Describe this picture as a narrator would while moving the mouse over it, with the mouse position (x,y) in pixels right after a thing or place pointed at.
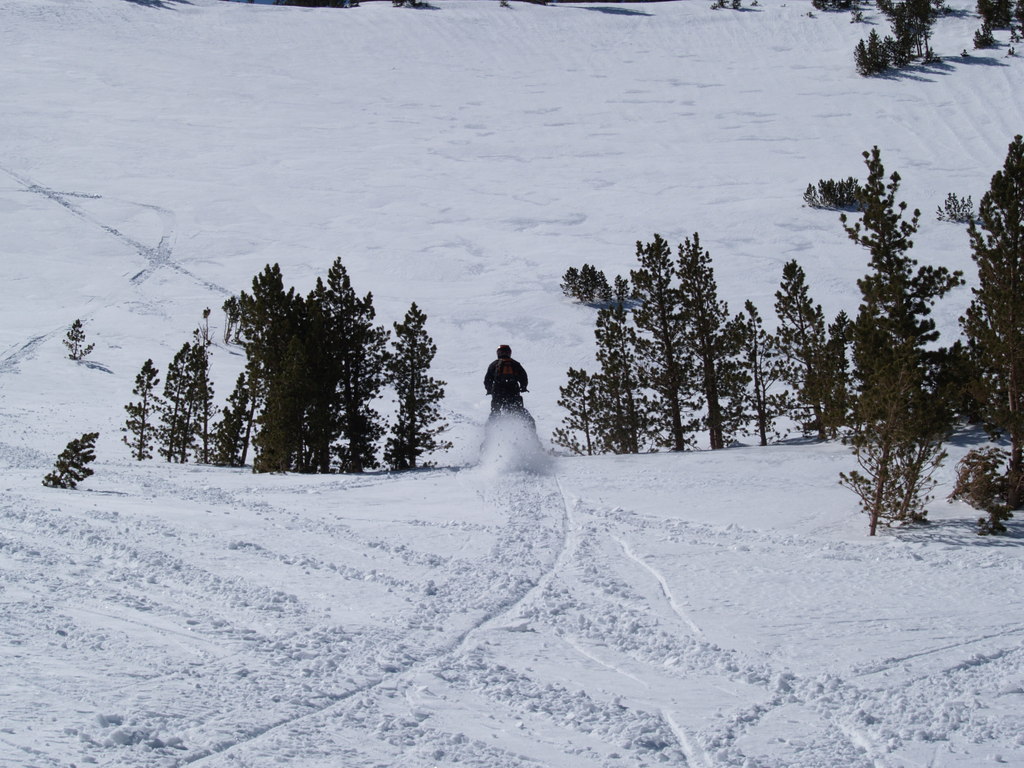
In this image I can see the snow (468,631) and there are trees (820,401). In the middle of the image (508,394) there is a person (499,389) riding a vehicle (507,423) towards the back side (497,404).
